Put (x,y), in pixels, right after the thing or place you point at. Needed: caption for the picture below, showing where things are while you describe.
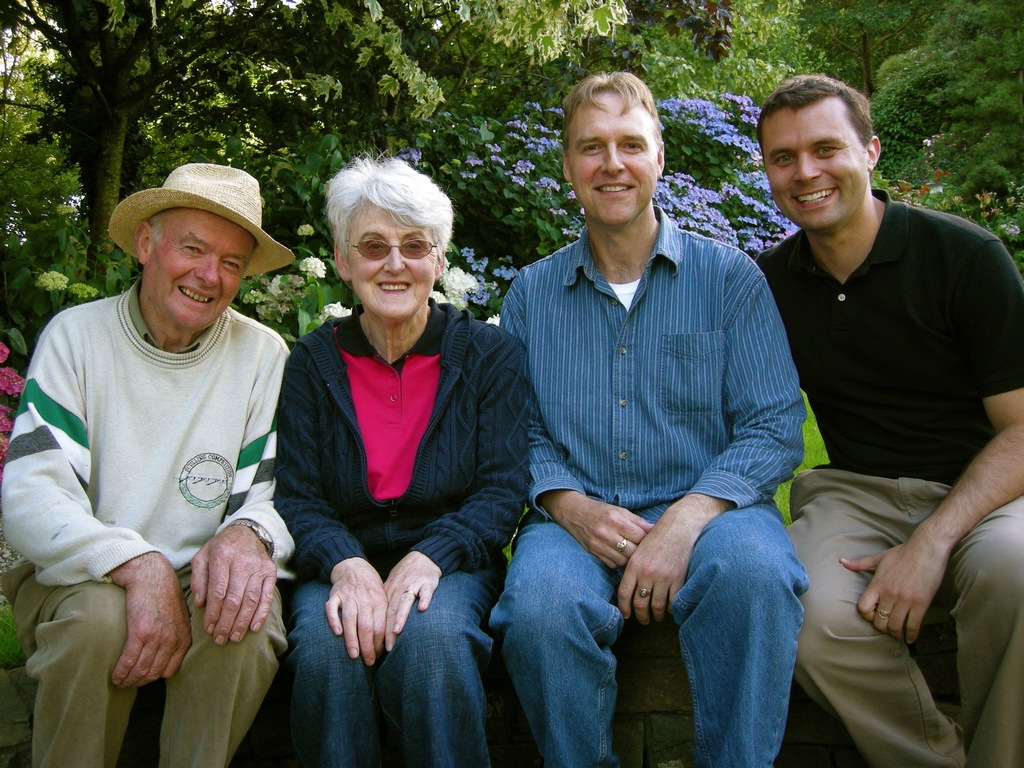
Here we can see people (709,462). These people (728,456) are smiling. Background (37,304) there are trees (765,6) and plants (672,205) with flowers (661,205). This man (211,283) wore a hat (234,186).
